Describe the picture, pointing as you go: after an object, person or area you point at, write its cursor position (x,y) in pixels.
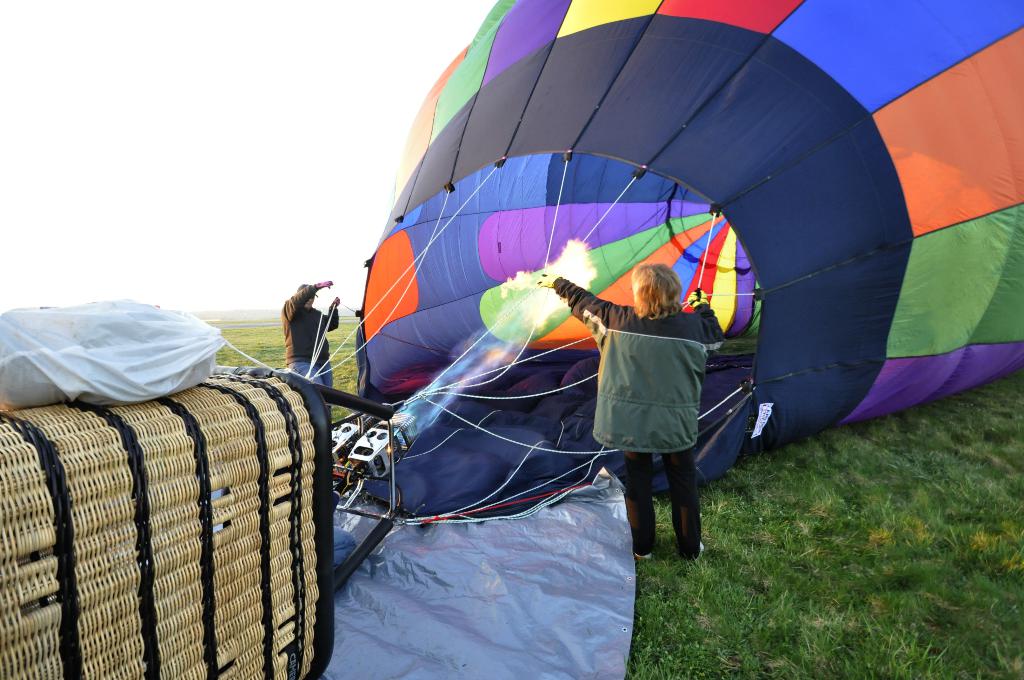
In this image we can see a man (317,316) and a woman (682,483) standing on the ground (733,593) holding the ropes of a hot air balloon (590,463). We can also see some grass (758,566), a bag (130,369) and the sky (182,308) which looks cloudy.
